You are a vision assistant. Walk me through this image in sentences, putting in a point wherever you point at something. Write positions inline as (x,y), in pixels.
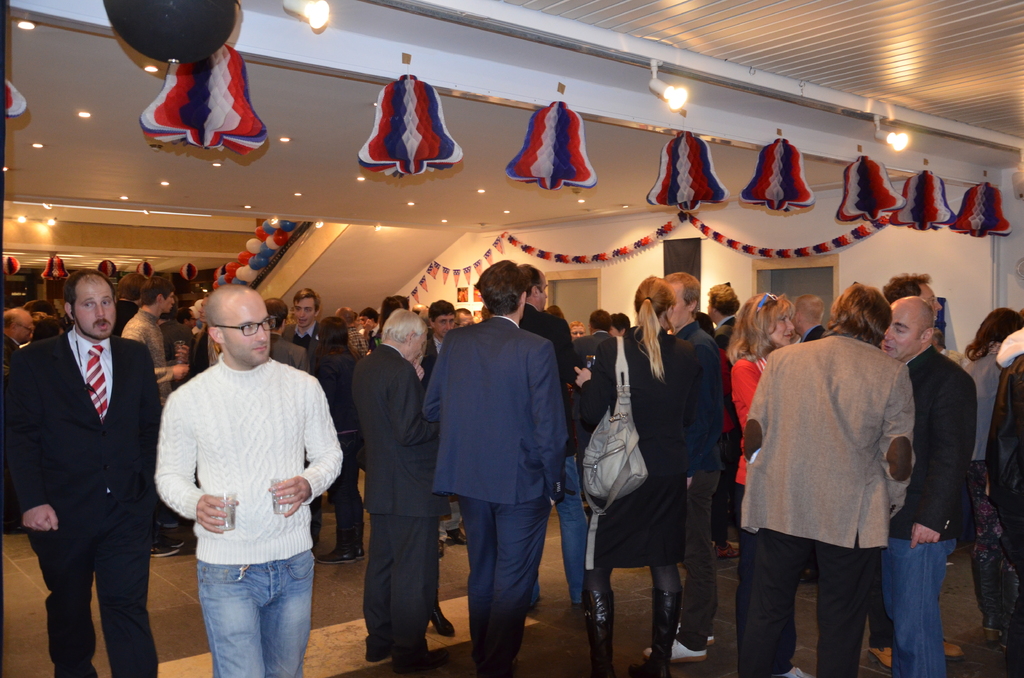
In this image we can see some group of persons (409,411) standing in a closed auditorium (343,656) and there are stairs (302,272) in the background of the image (279,271) and the room (512,257) is decorated with balloons (274,238), ribbons (513,244) and some different shape of things (412,165), there are some lights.
